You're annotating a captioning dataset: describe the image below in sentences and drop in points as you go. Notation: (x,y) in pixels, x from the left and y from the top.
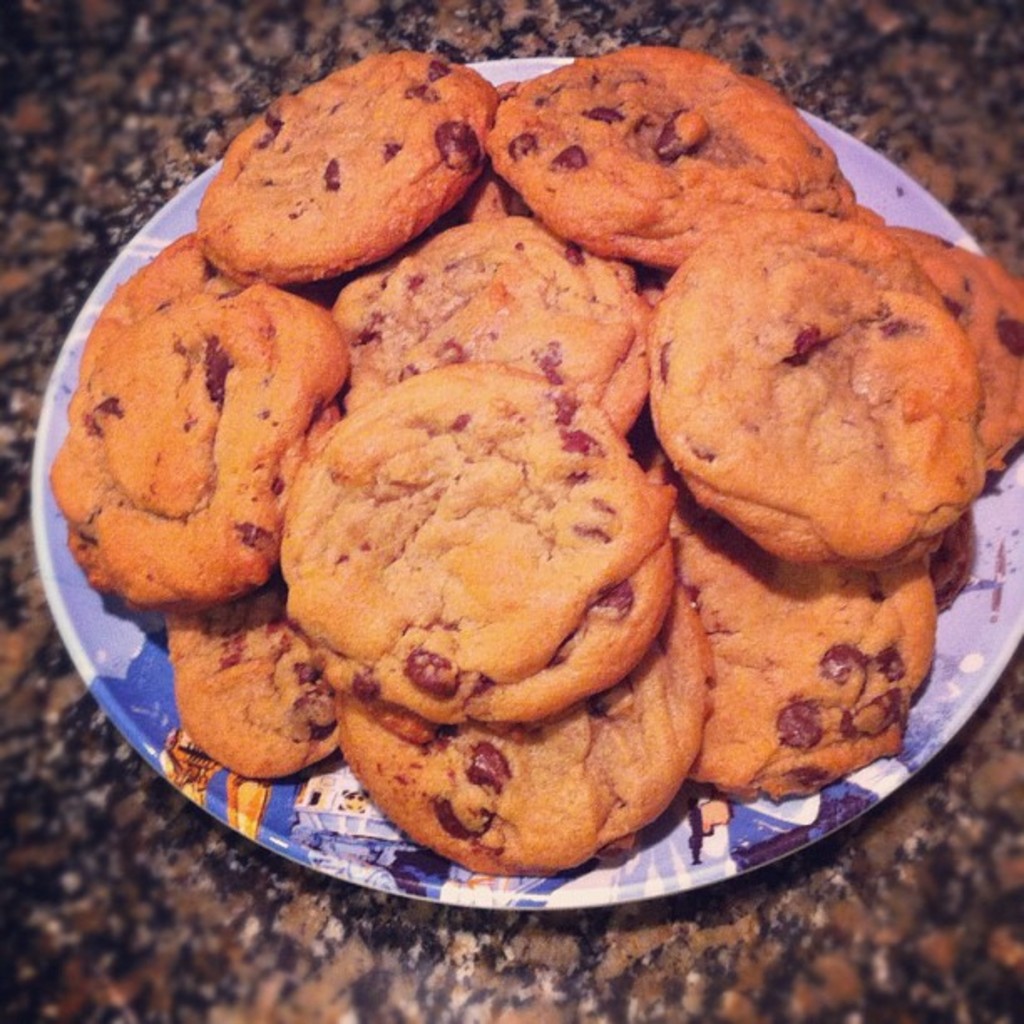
In this image we can see cookies (506,541) in a plate (116,666) on the platform (594,49).
